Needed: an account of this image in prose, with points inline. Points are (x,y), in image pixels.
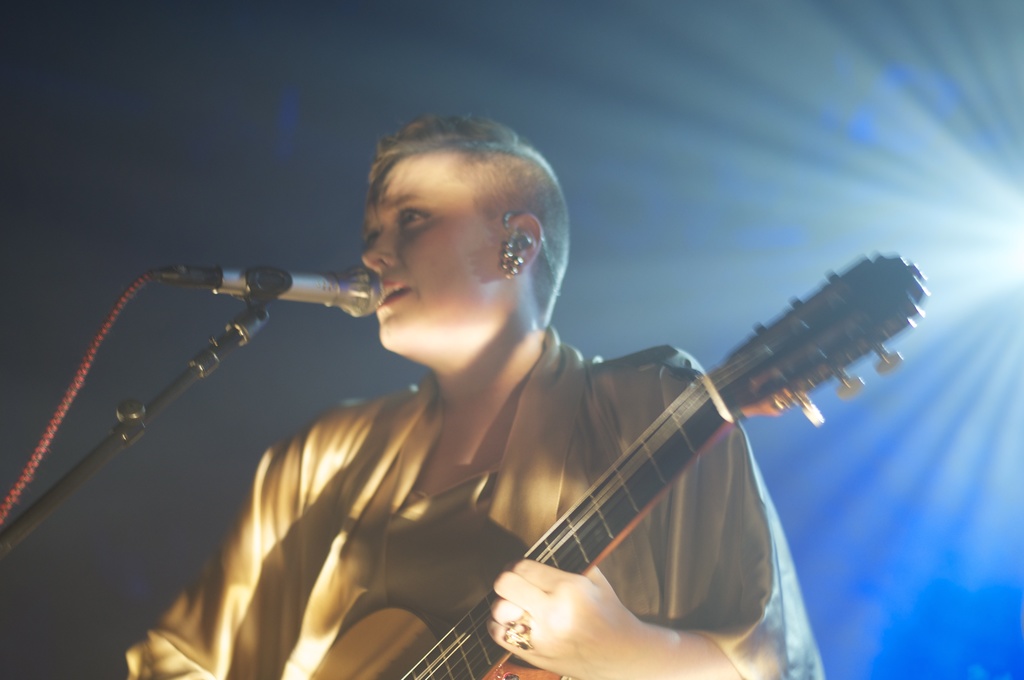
In this image, in the middle (578,431), we can see a person (545,392) standing and playing a guitar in front of the microphone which is on the left side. On the right side (933,198), we can see a blue color light (910,413).
